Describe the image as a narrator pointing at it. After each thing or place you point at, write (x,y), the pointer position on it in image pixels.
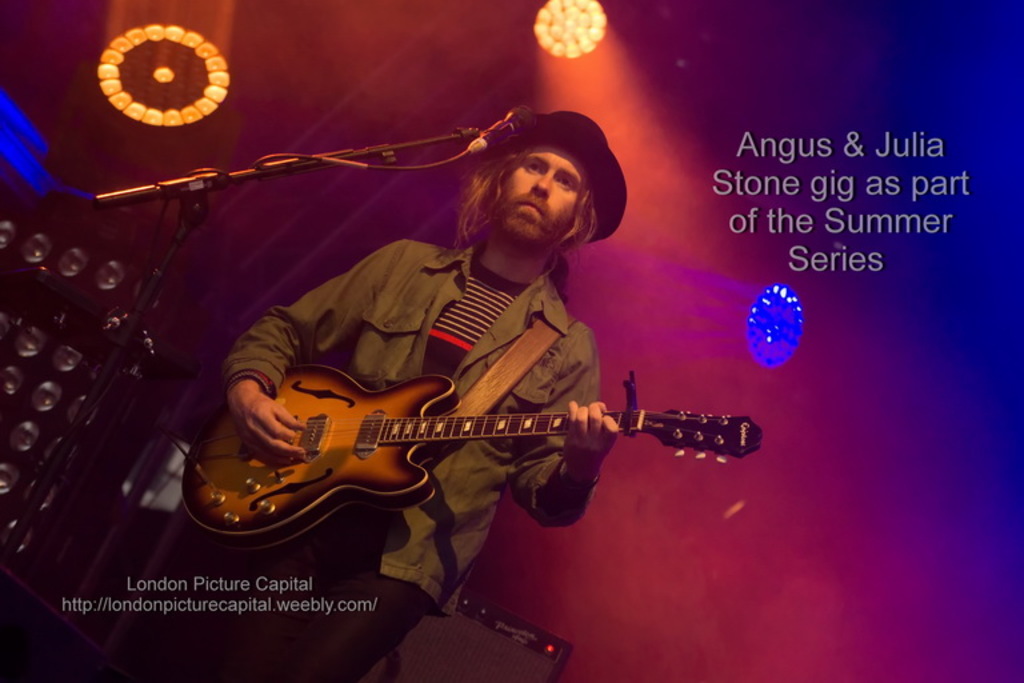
This picture shows a man (397,317) playing guitar (734,454) and we see a microphone (514,111) in front of him and he wore a black colour cap (570,150) on his head (536,175) and he wore a green shirt (506,461) and few lights (217,77) on the roof (519,14).
